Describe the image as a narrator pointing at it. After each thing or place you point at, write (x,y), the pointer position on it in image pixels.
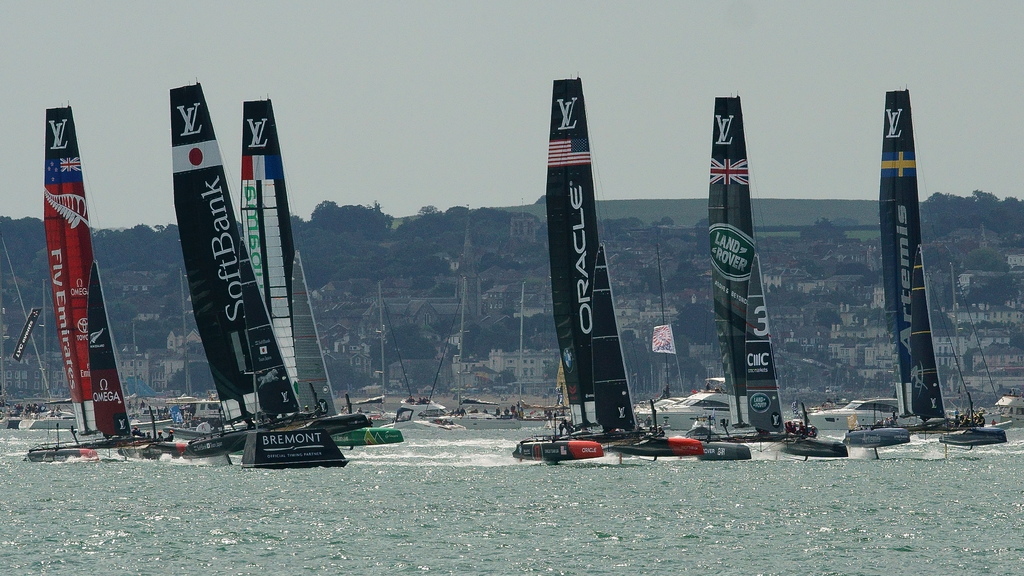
In this image, we can see water (318,542), there are some boats (118,442) on the water (761,452), there are some buildings (993,353), at the top (468,67) there is a sky (494,45).
